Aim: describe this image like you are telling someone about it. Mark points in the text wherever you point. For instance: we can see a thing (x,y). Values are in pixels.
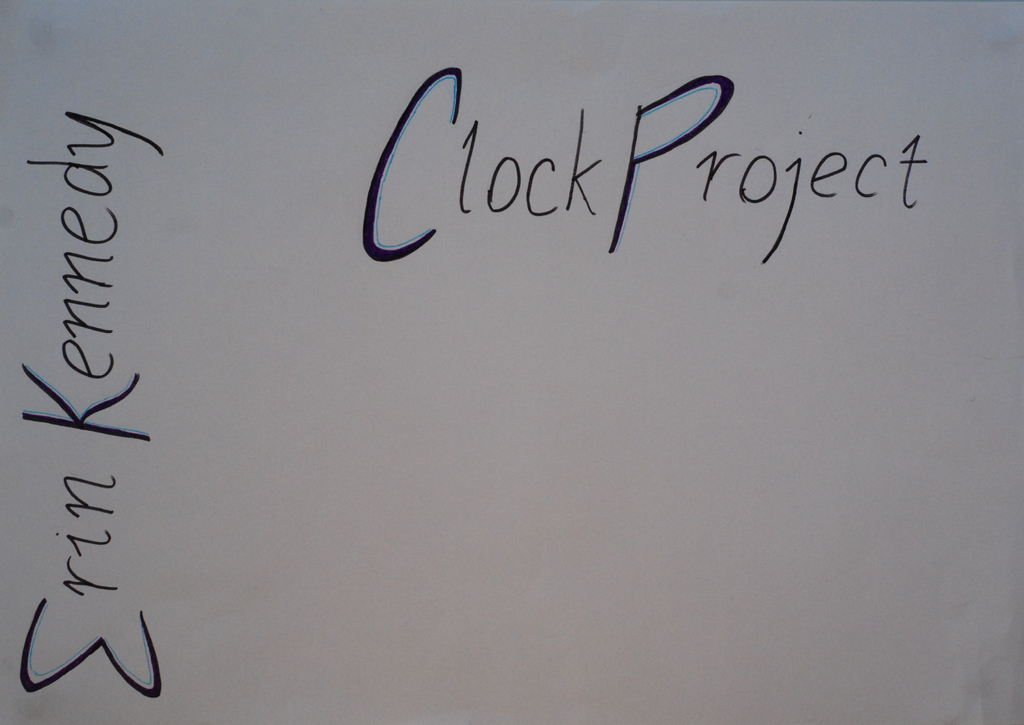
In this image we can see text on the paper (405,539).
